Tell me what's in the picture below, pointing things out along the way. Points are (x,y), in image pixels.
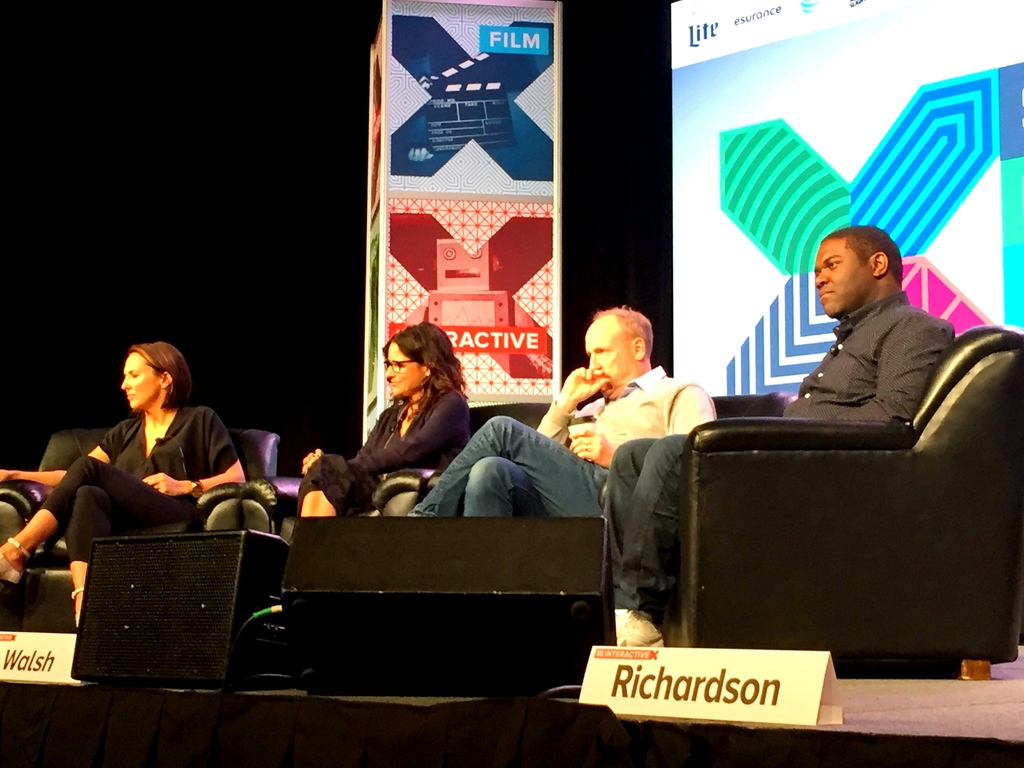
In the image we can see there are people (537,433) who are sitting on chair (969,495).
